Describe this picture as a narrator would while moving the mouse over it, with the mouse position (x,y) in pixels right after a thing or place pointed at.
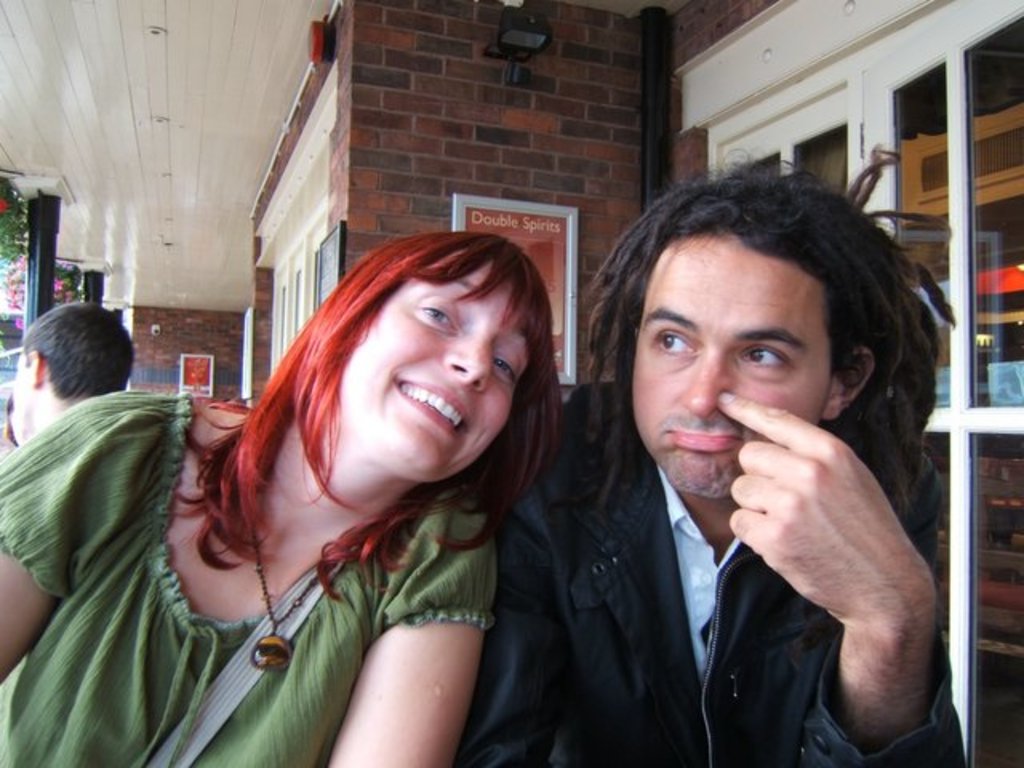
In this image we can see two persons (261,397). On the left side of the image (132,678) we can see a lady (304,691) and she is smiling and she wore a green color dress (144,658). On the right side of the image (895,347) we can see a person (564,606) keeping different facial expression.
